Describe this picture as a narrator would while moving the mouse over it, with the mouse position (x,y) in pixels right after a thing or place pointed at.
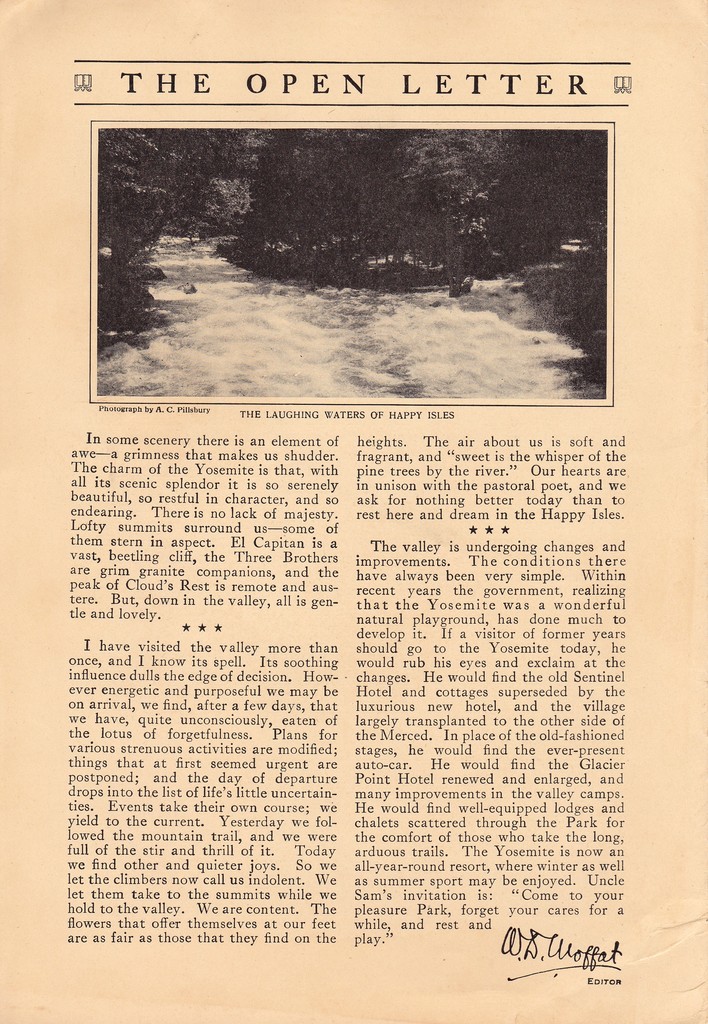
In this picture there is a poster (489,619). At the top of the poster (534,545) I can see the image of the trees (378,249) and river (285,388). At the bottom (212,841) I can see the article (393,638). In the bottom right corner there is a signature (579,972) on the paper (596,971).
